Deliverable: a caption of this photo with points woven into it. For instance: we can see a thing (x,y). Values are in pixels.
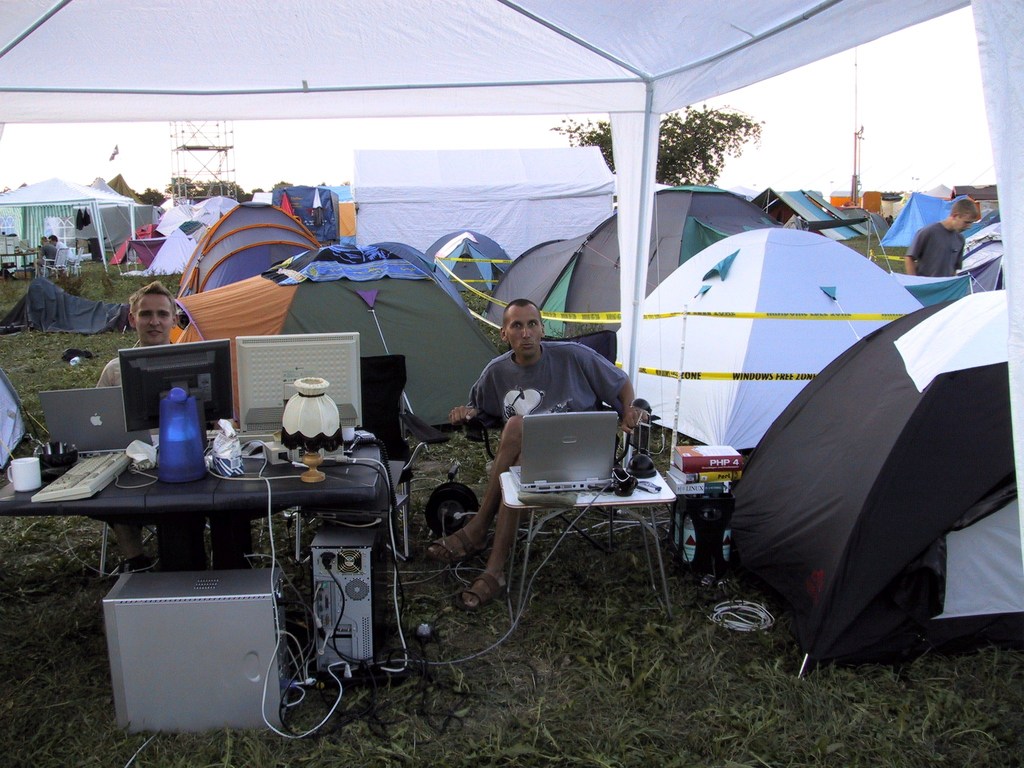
This looks like camping. There is a table (311,487), on that there are computers (140,407), laptops (59,432). There are books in the middle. There are two persons (136,544) sitting on chairs (73,253) in the middle (488,429). There are trees (734,141) in the middle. There is sky (758,163) at the top (70,163).
